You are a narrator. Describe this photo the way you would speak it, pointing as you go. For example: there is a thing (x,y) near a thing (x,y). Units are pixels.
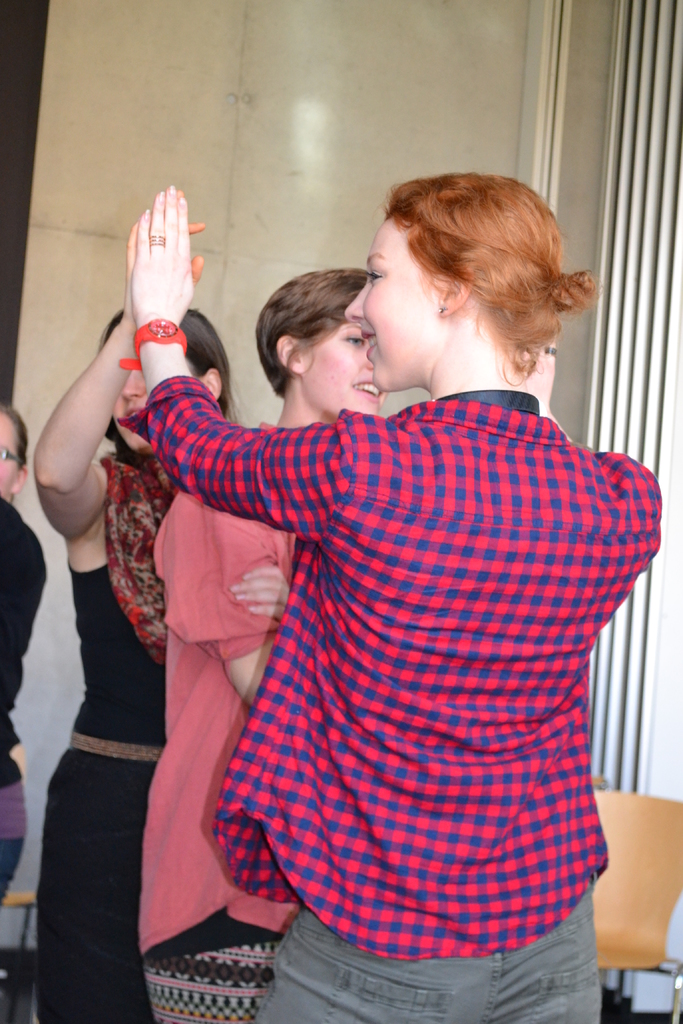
There are two women (351,312) holding their hands (140,257) and there is another women (312,364) in middle of them and there is another person (22,586) in the left corner (18,611).
